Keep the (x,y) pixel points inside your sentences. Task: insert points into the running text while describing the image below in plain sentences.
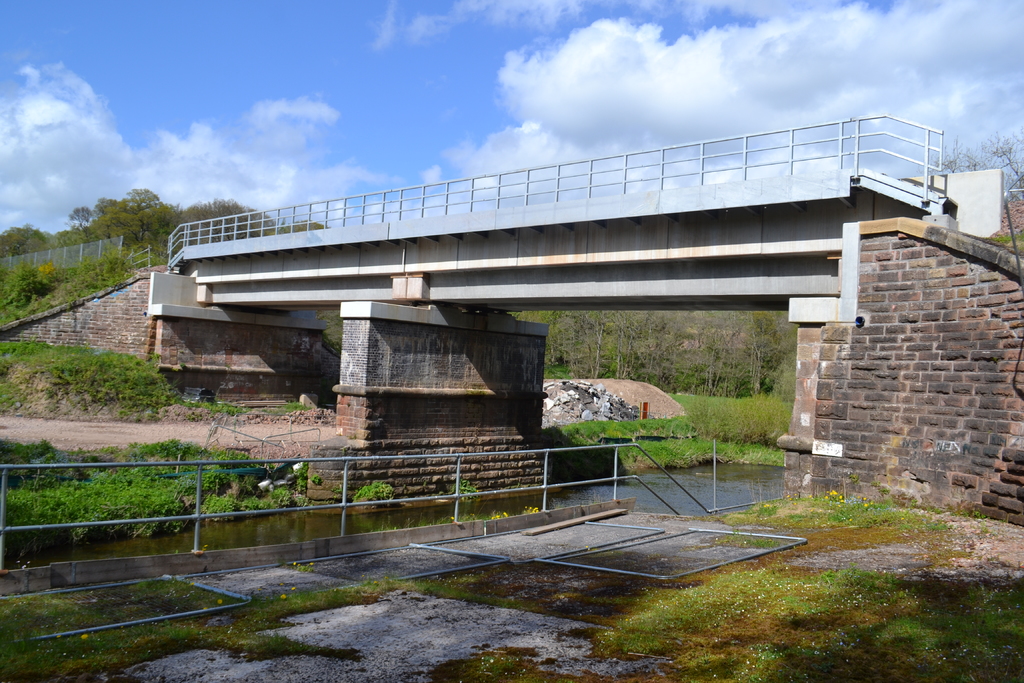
In the center of the image (552,452) we can see water (313,524), grass (809,648) and fence (247,511). In the background (390,68) we can see the sky (208,64), clouds (982,55), trees (53,237), plants (17,265), grass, fences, stones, one bridge (720,215) etc.
